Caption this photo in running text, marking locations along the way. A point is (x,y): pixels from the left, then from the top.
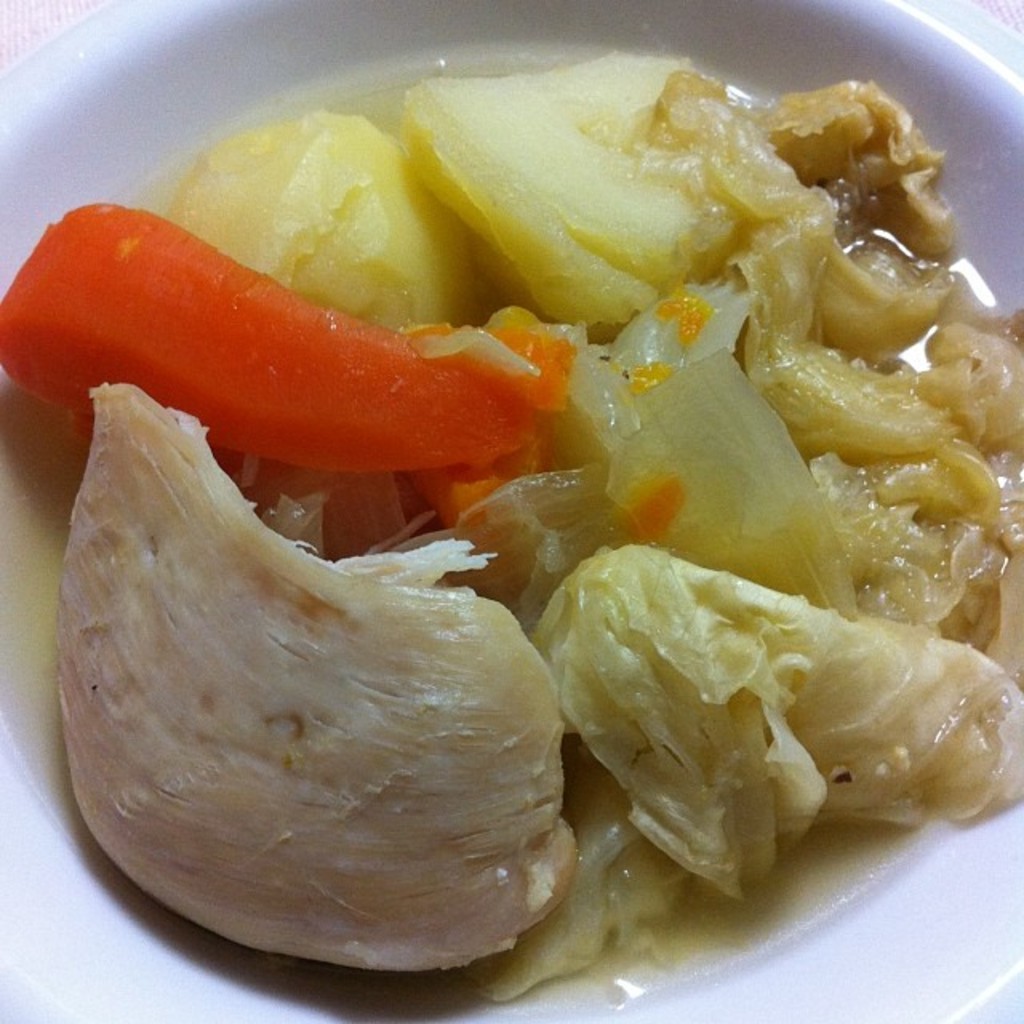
In the image we can see bowl (110,114), in the bowl (103,97) we can see food item (664,525) and boiled carrot (341,336) and potatoes (379,159).
